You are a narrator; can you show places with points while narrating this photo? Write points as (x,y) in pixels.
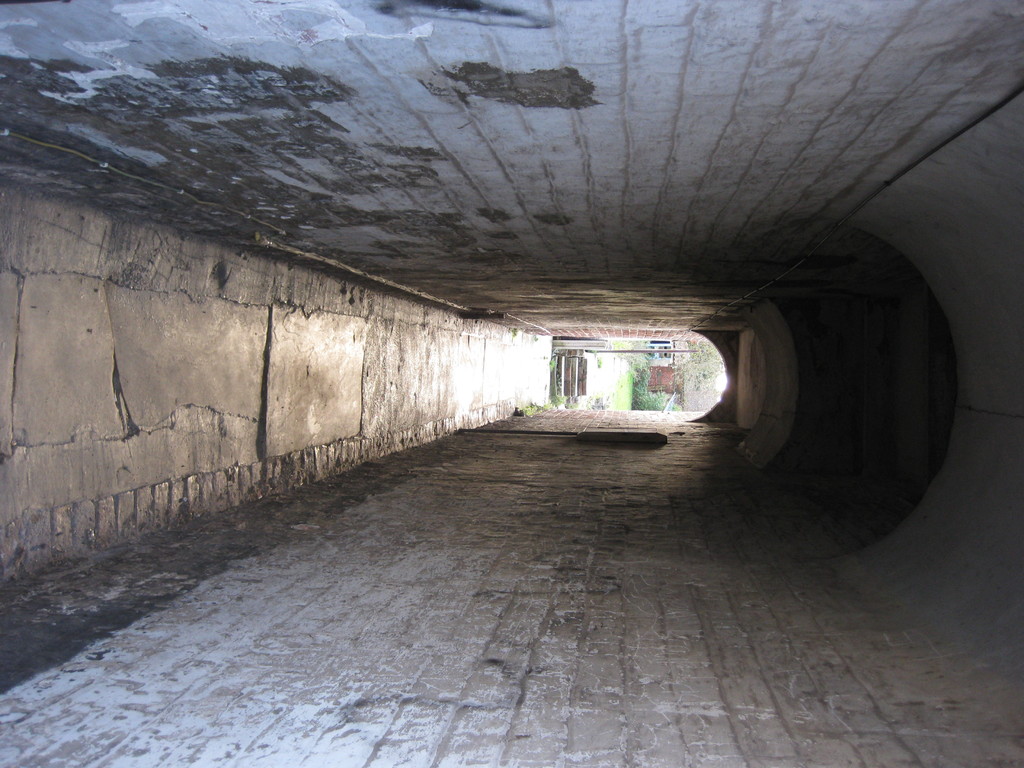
The picture consists of a tunnel (352,239) or a walkway (522,516). At the top (545,144) it is roof (659,315). In the center of the background (637,399) trees (634,377), soil (616,381) and more objects (568,372).
